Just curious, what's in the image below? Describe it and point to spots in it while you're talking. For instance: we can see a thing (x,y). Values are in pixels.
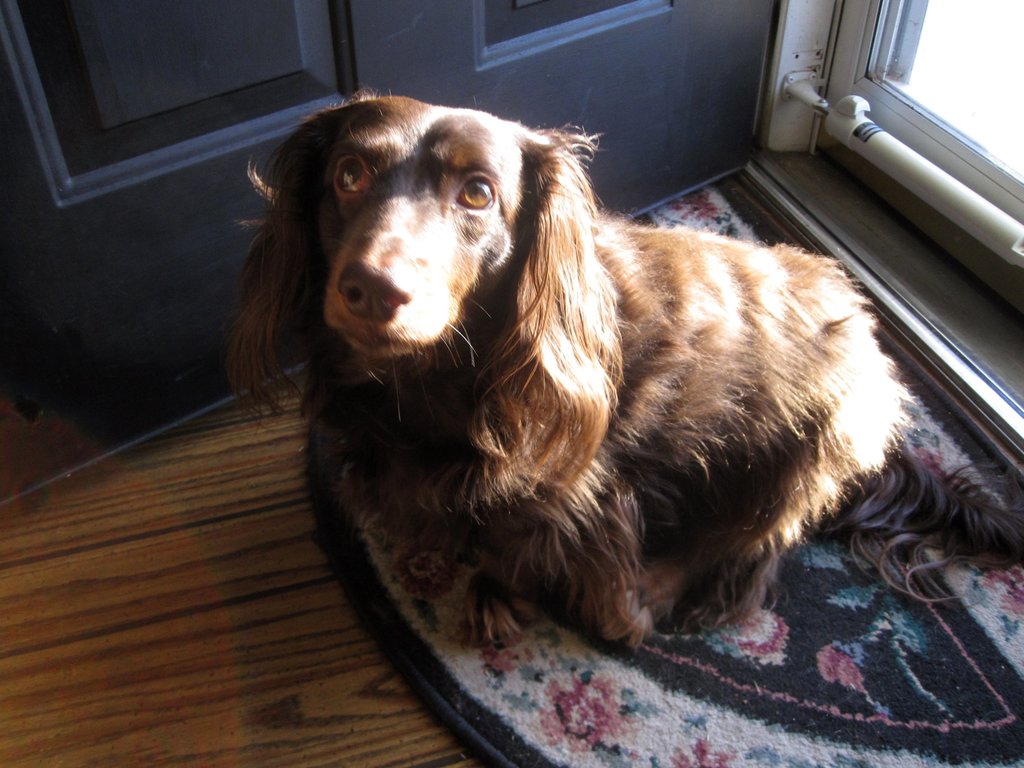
A dog (591,413) is sitting on the doormat (805,596), it is in brown color, on the left side (124,193) there is the door (130,283).
